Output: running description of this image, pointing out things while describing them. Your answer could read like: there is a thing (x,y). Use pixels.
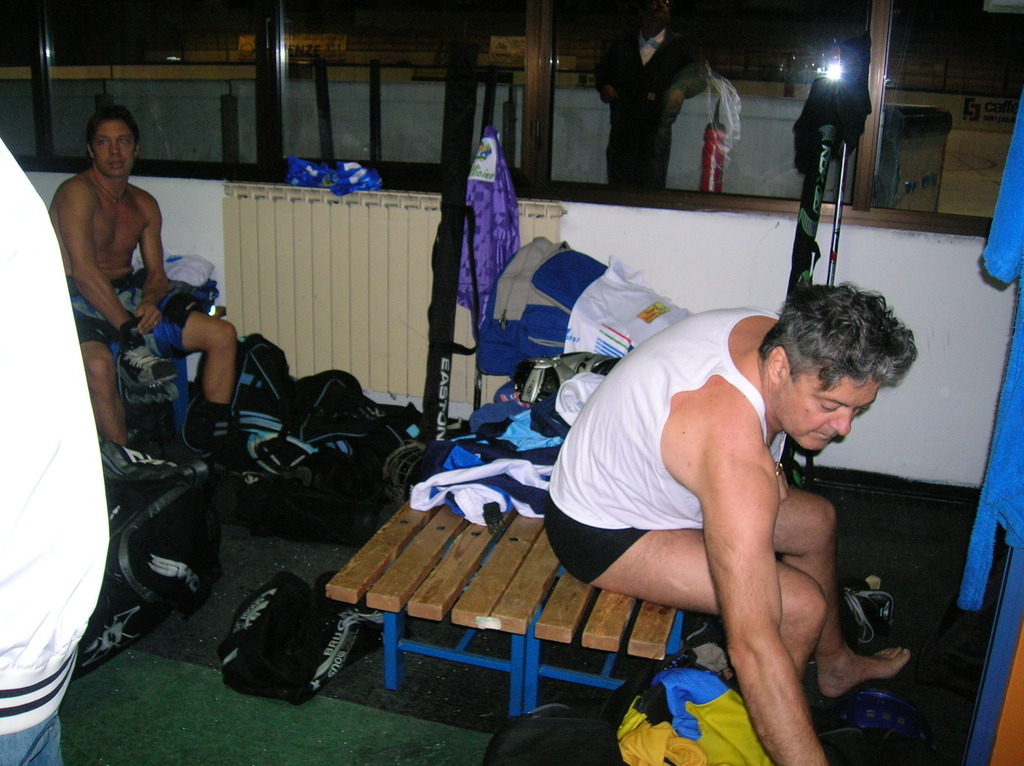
In this picture I can see there are two men (603,432) sitting on the wooden benches (499,595) and there are few bags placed on the floor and there are few clothes (487,450) placed on the bench (511,515). There is a window (157,152) in the backdrop (370,130) and there is a man (642,131) standing behind the window (544,125).
